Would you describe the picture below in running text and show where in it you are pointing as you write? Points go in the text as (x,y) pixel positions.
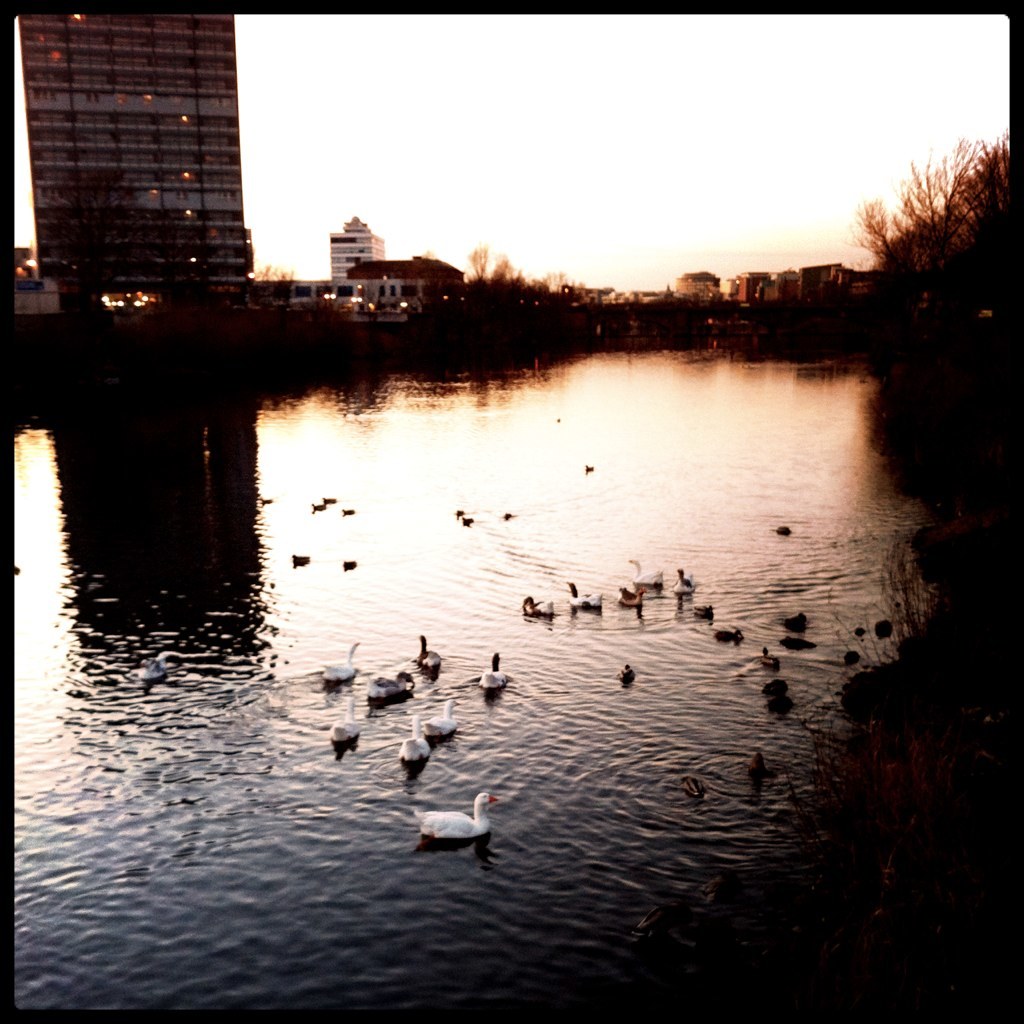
In this picture we can see a group of birds (329,677) on the water (587,395), trees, buildings (440,263), lights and in the background (576,146) we can see the sky (670,179).
